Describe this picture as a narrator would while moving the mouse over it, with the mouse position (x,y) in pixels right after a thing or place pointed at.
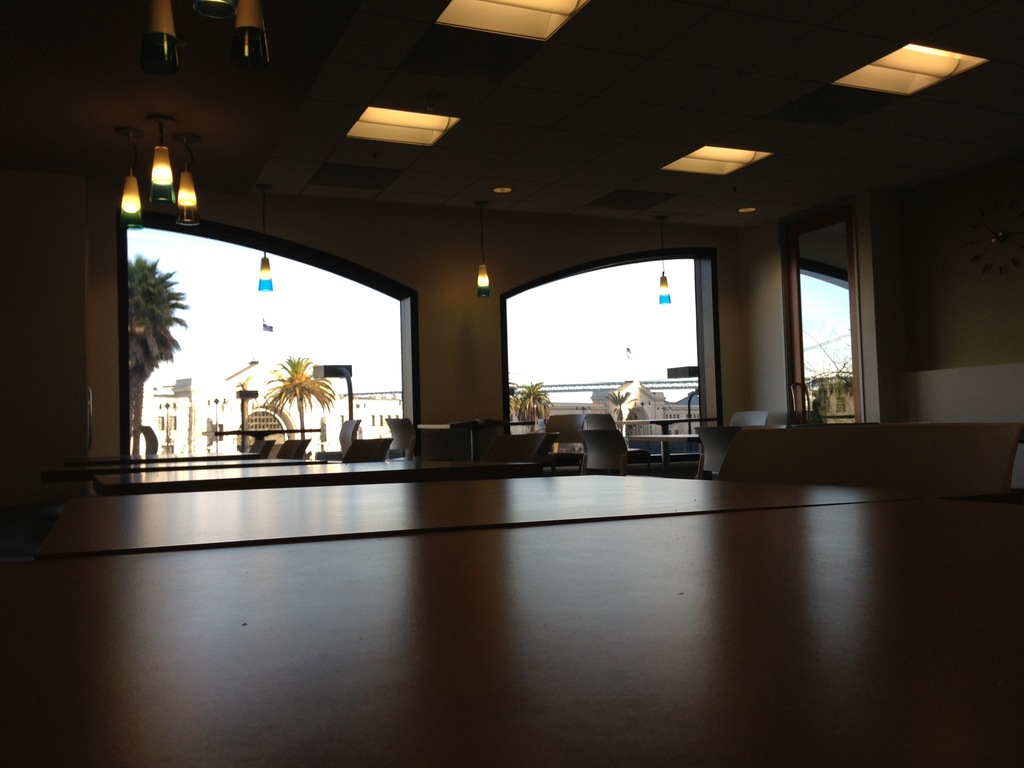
The image is clicked inside a hall (687,248) in which there are tables (664,431) and chairs (613,441) around it. At the top (217,138) there is a ceiling (537,174) with the lights (384,128). In the background (231,379) there are buildings (372,398) and trees (168,352) in front of them. At the top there is sky (306,300).
